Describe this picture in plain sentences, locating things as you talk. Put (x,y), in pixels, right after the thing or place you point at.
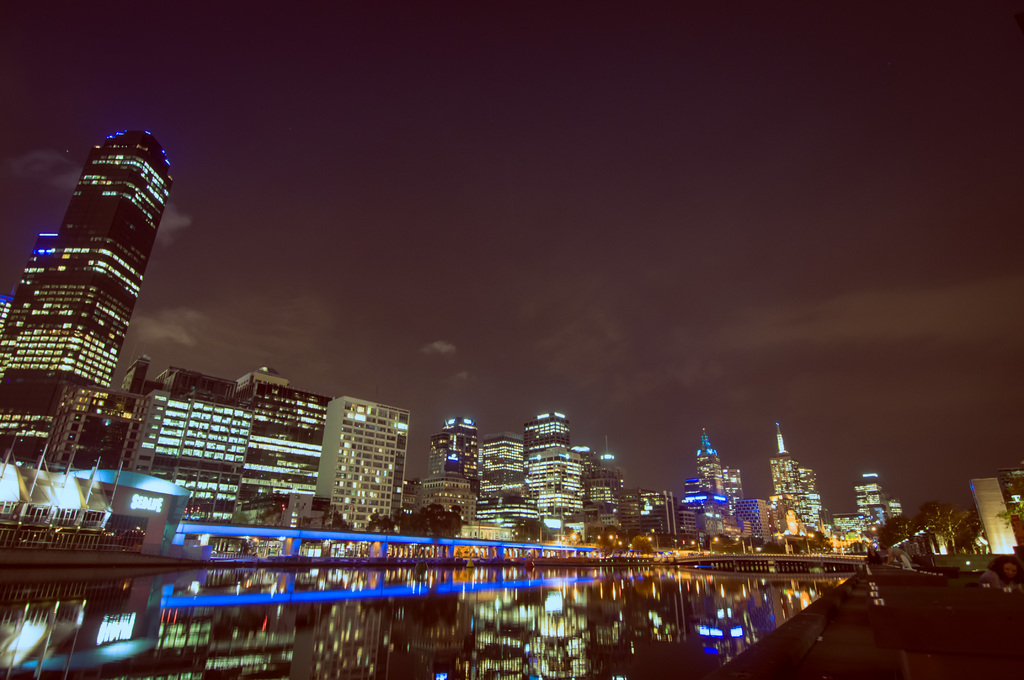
This is a picture of a city (718,545), where there are skyscrapers (367,491), water (181,588), trees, and in the background (691,356) there is sky (363,307).
